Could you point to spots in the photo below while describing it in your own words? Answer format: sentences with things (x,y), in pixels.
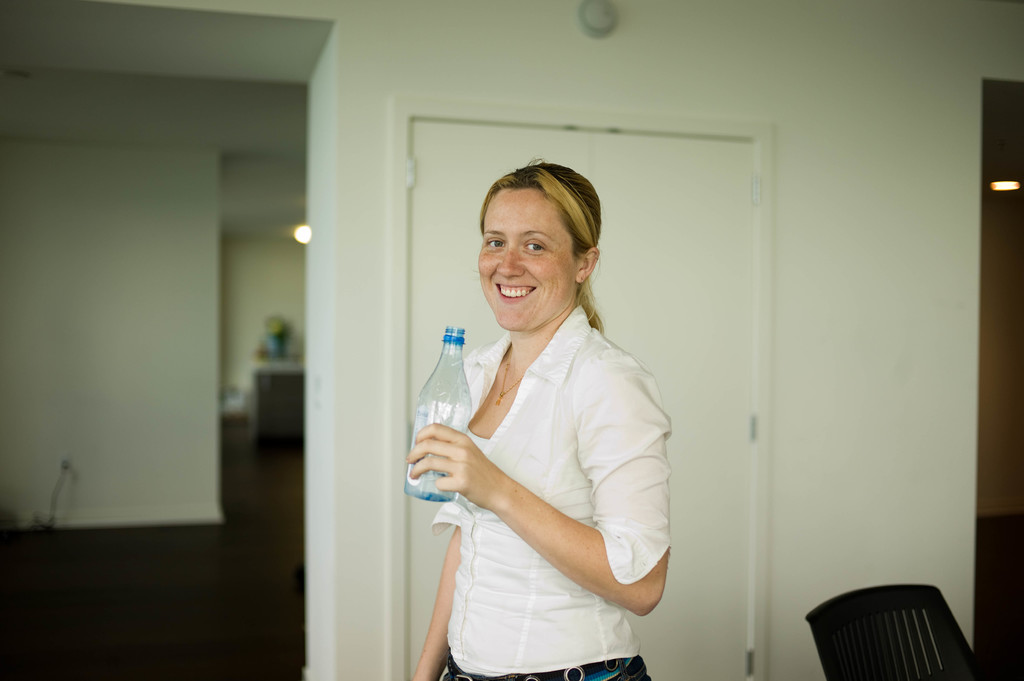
In this picture a white shirt lady (546,459) is smiling with water bottle (435,411) in one of her hands (501,475). The background (750,513) is white in color. This picture is taken inside a house (176,394). There is a black color chair (927,641) at the right side (885,616) corner of the image.
